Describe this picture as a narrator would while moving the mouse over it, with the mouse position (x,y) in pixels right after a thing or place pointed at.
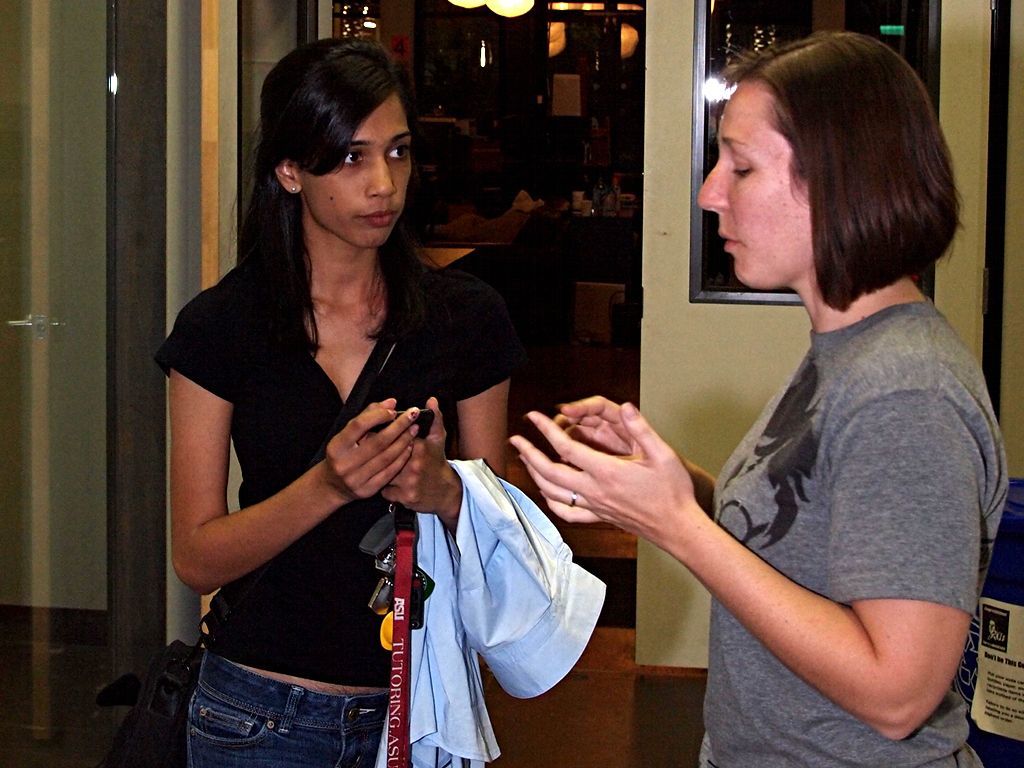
In the image we can see two women (471,407) standing, wearing clothes (452,375) and it looks like they are talking to each other. Here we can see the frame (738,302) stick to the wall (740,341), floor (614,754) and the lights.
